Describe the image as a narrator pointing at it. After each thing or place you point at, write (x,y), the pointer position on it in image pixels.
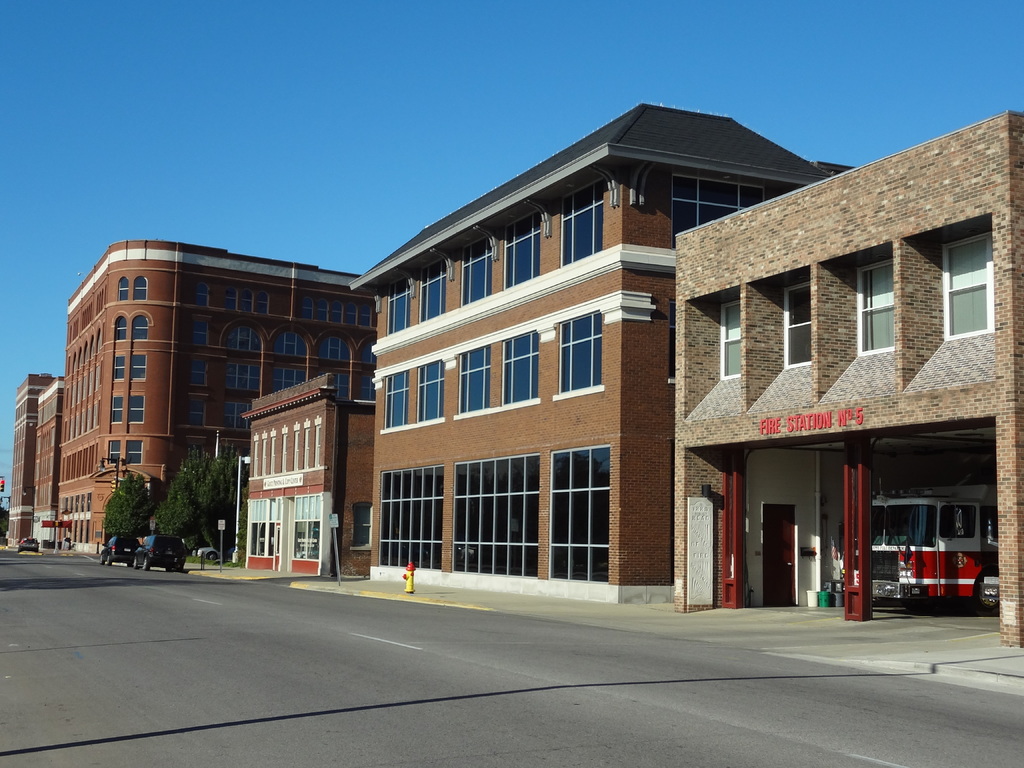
In this image there are few buildings (279,463) visible in front of the road (636,725), on the road (624,720) trees (199,521) and vehicles (161,555) visible, at the top (177,94) there is the sky (888,1) and there is a vehicle (939,505) visible on the right side (998,516) under the building (905,481).
